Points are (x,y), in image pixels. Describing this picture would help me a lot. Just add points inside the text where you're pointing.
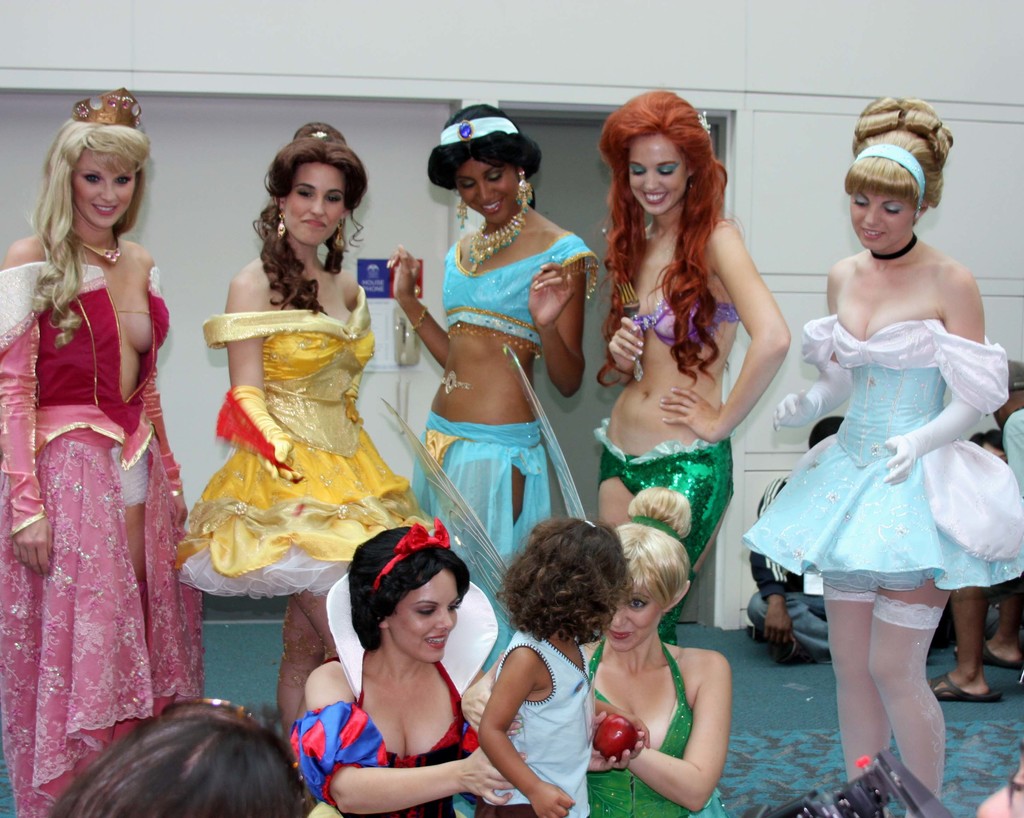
In this image we can see a group of women (580,330) wearing costumes (97,405) are standing on the floor (789,747). one woman (652,741) is holding a fruit (604,738) in her hands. In the background (769,591), we can see a person (785,594) sitting on the floor (792,673), a door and a telephone (417,342) placed on the wall (389,357).
